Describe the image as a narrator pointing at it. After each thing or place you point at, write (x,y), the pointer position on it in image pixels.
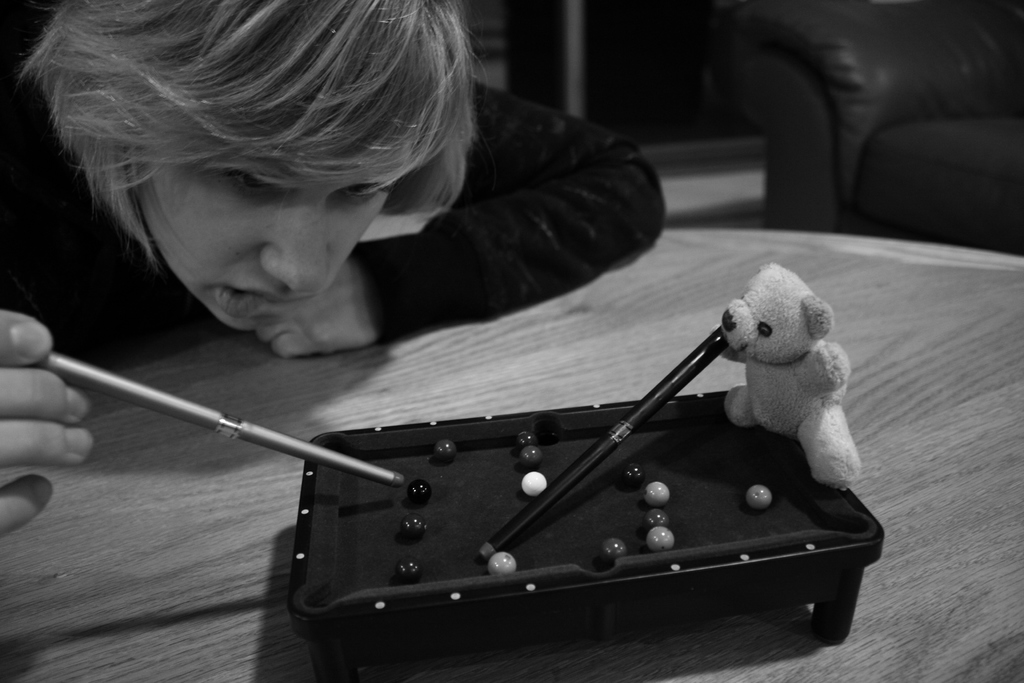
There is a person (260,207). This person (96,341) holding stick (280,433). This is toy (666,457). We can see sofa (887,143).
